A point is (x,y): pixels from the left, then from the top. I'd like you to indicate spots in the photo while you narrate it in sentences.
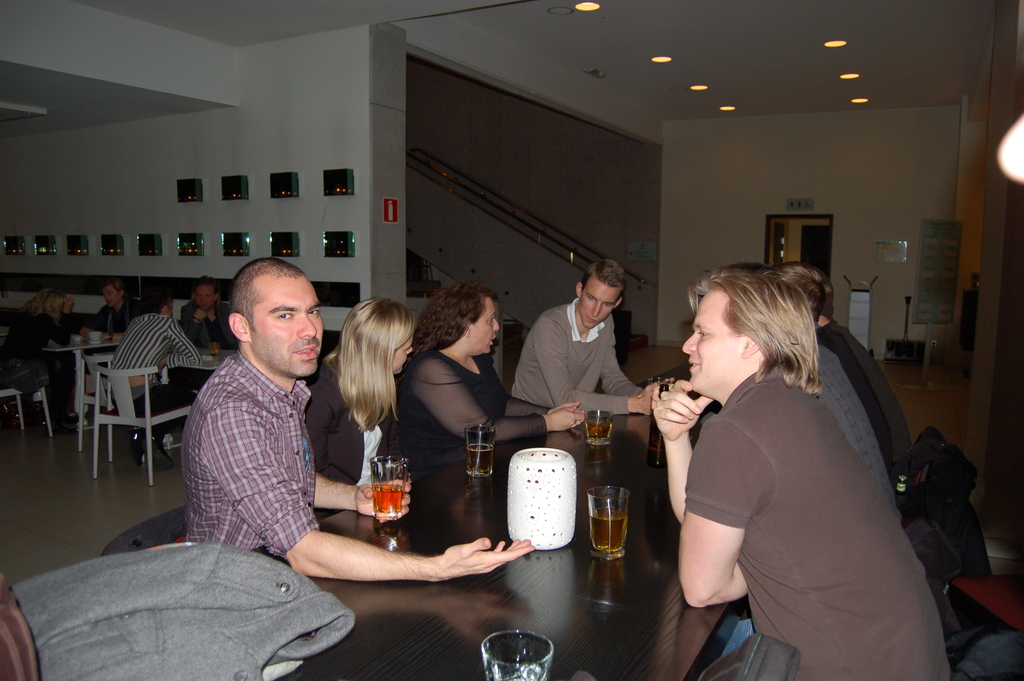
In this picture we can see some persons (213,402) sitting on the chairs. This is table (672,617). On the table (355,665) there are glasses (531,669). On the background (325,123) we can see a wall (357,90). And these are the lights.
